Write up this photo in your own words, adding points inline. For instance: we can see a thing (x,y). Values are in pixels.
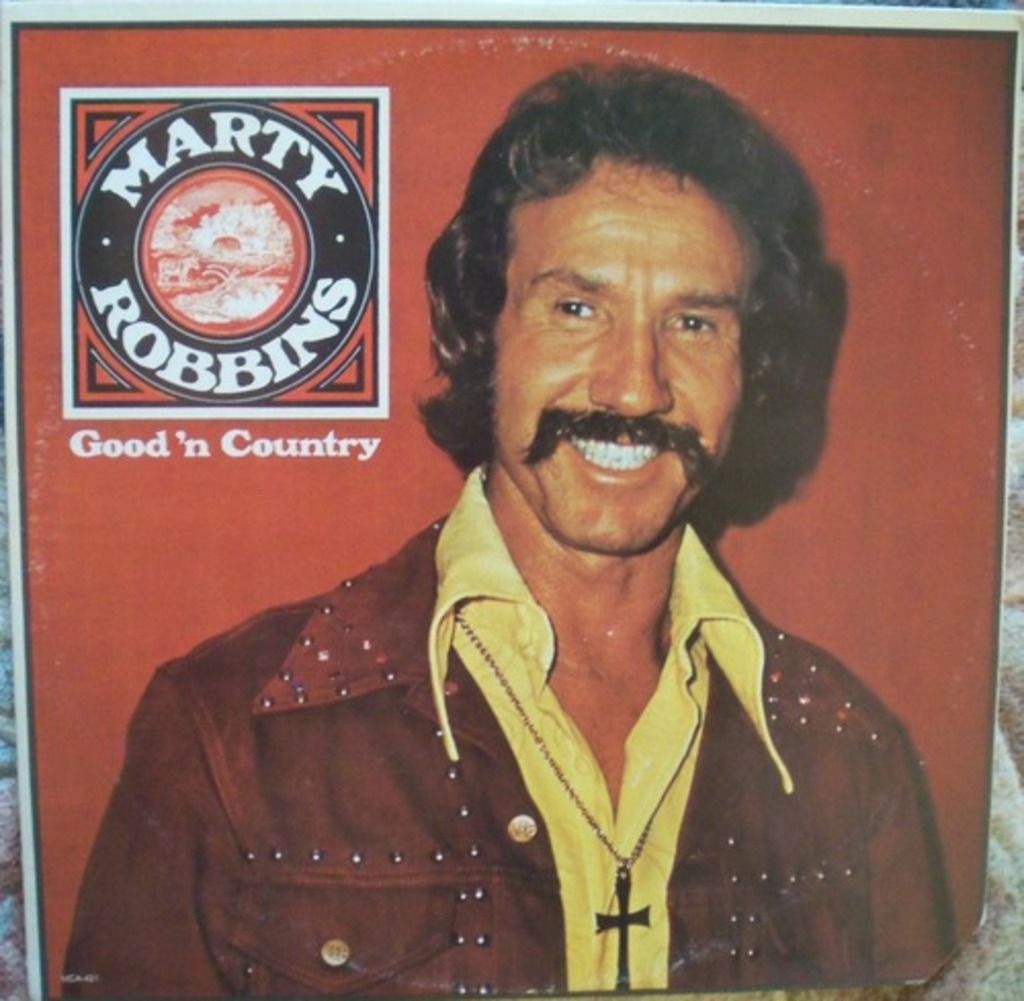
In this image I can see an album cover (294,472) on a surface (1020,697). On this cover (537,525), I can see a man (537,525) smiling and giving pose for the picture. On the left side (335,287) there is some text (133,439). The background (898,533) is in red color.
